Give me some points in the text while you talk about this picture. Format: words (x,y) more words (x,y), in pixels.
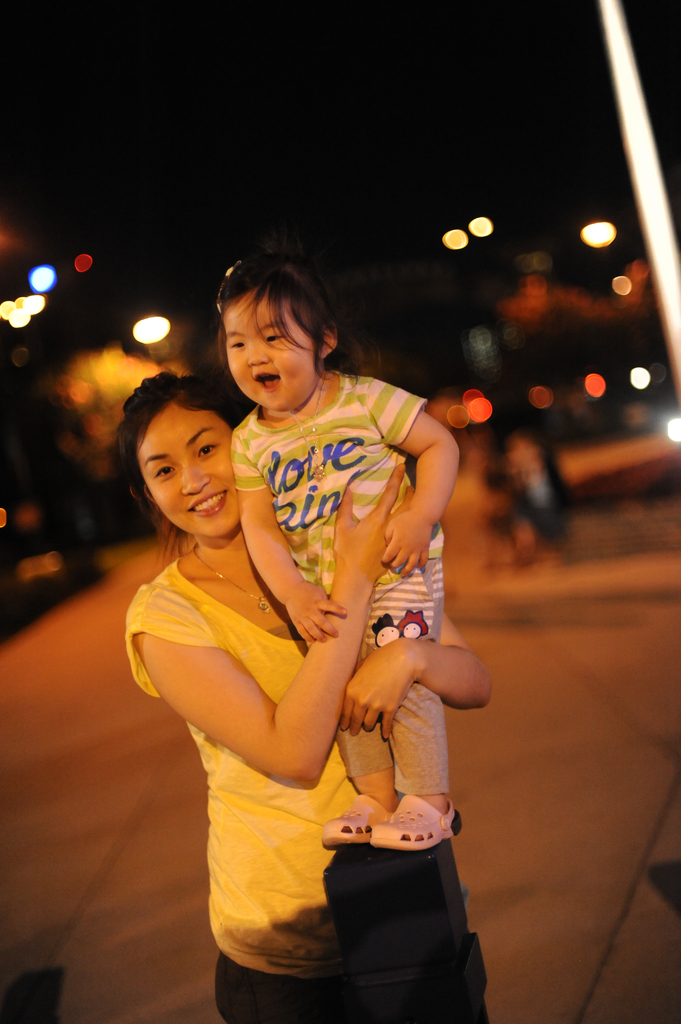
In this picture I can see a woman (230,645) is holding a girl (304,548). The woman (337,639) is wearing yellow color t-shirt (267,797). These people (267,853) are smiling. The background of the image (334,181) is blurred.
